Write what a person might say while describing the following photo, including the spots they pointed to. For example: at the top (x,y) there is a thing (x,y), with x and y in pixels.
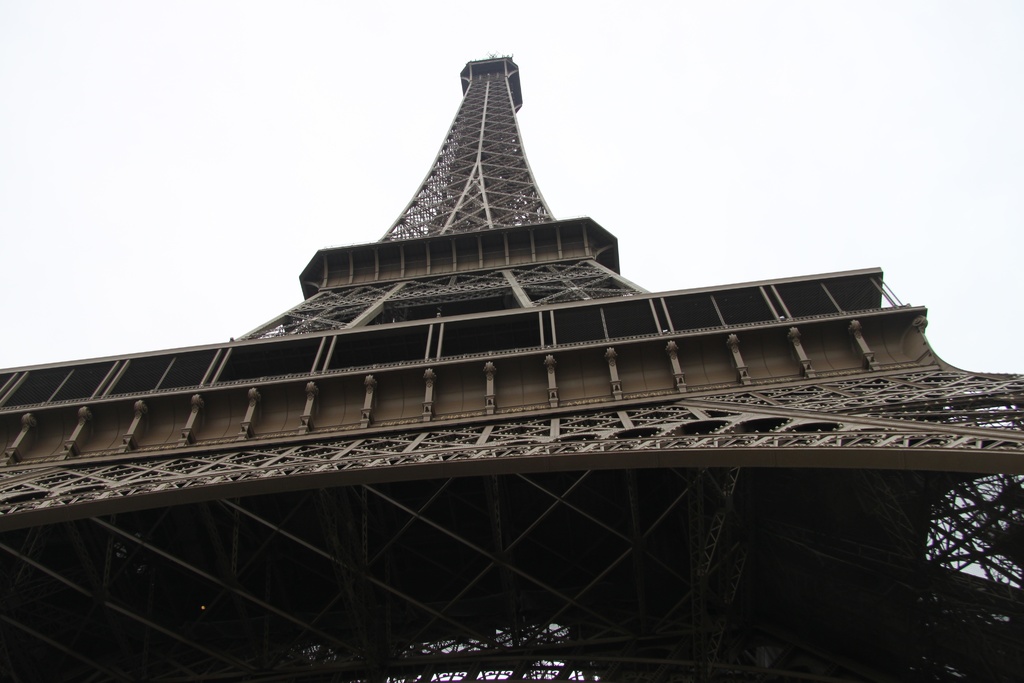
In the center of the image (434,390) we can see the Eiffel tower (341,353). In the background of the image (955,23) we can see the sky (599,47).
